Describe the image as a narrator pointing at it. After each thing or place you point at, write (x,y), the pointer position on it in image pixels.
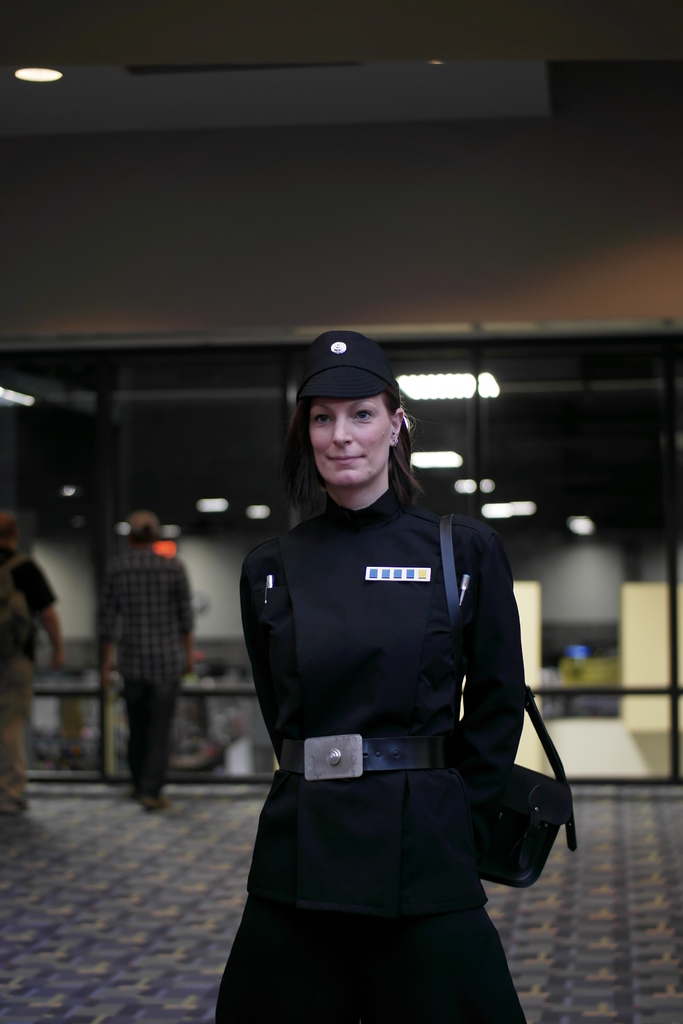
This image is taken indoors. At the bottom of the image (156,874) there is a floor (676,917). In the middle of the image (379,441) a woman (270,673) is standing on the floor (115,1009). At the top of the image (243,81) there is a ceiling (128,114) with a light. On the left side of the image (164,583) two men (13,673) are standing on the floor (37,841). In the background (479,398) there is a wall (479,398) with a few lights (443,462).
